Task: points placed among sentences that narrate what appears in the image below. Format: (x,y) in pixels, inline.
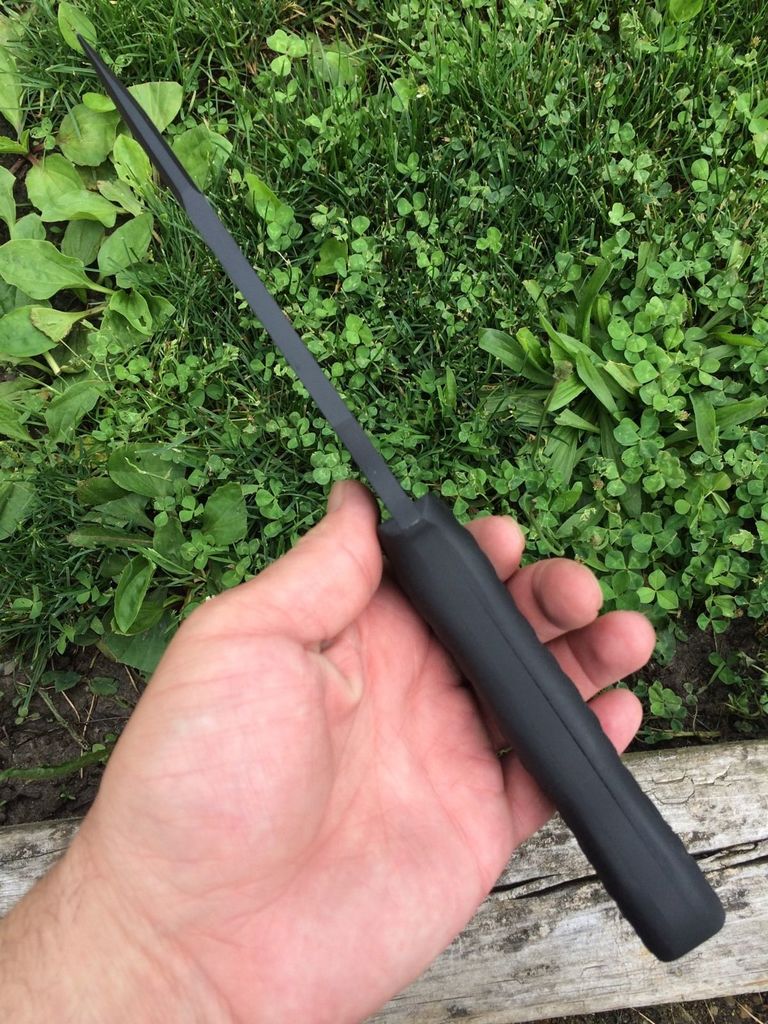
In the image we can see a human hand (405,813), holding an object (485,654) in hand (442,680). Here we can see the wooden stick (581,945) and grass (615,476).
